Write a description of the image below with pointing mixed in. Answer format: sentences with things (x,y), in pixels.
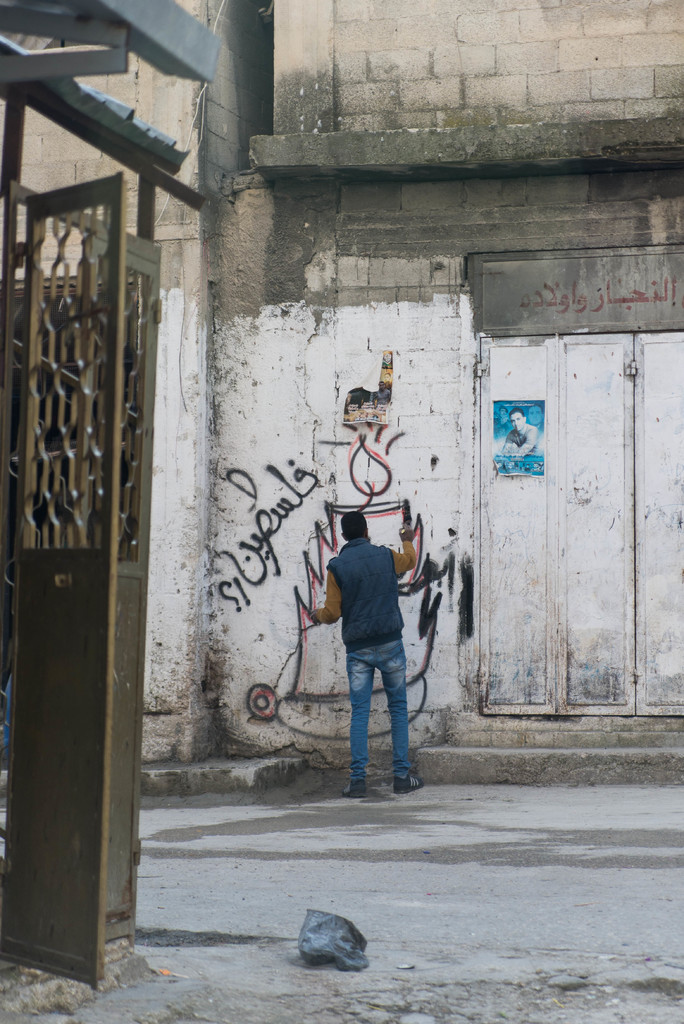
To the left side of the image (83,310) there is a gate (97,631). In the background of the image (401,676) there is a person (404,664) doing graffiti (373,483) on a wall (372,319). At the bottom of the image (339,846) there is road (339,846).
